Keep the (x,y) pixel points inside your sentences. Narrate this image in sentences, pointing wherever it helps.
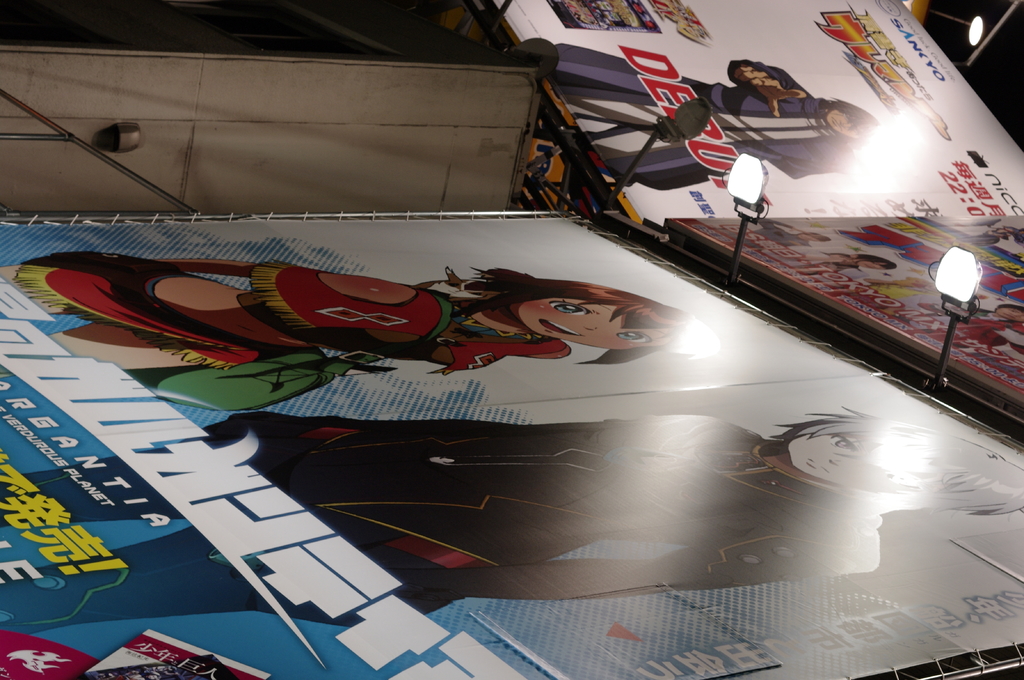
In this image, we can see hoardings (100,260) of cartoons (190,288) and there are lights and rods (651,252).
